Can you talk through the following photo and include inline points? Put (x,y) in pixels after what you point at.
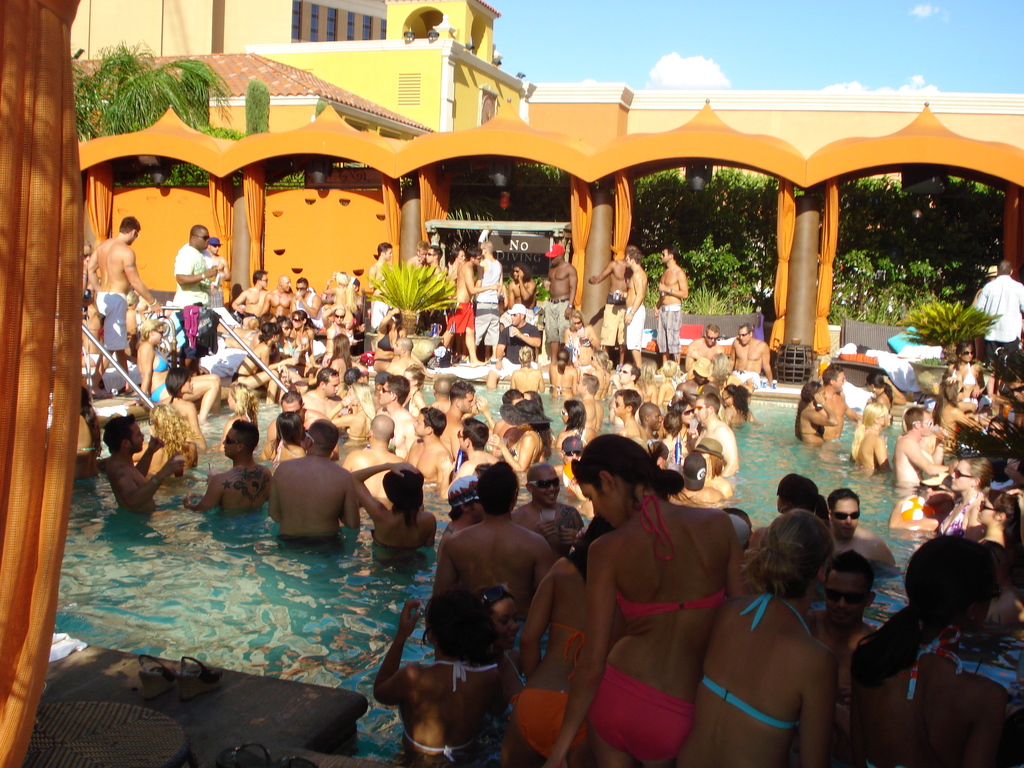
At the top of the picture (811,40) we can see a blue sky (735,38) with clouds (679,71). This a building (447,44). This an arch (804,162). This is a pillar (796,243) with orange curtains (782,250). These are the trees (873,230). These are the plants (397,294). Here we can see swimming pool (898,427) where all the people (323,455) are standing. Outside the pool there are few persons (108,320) sitting and standing.
